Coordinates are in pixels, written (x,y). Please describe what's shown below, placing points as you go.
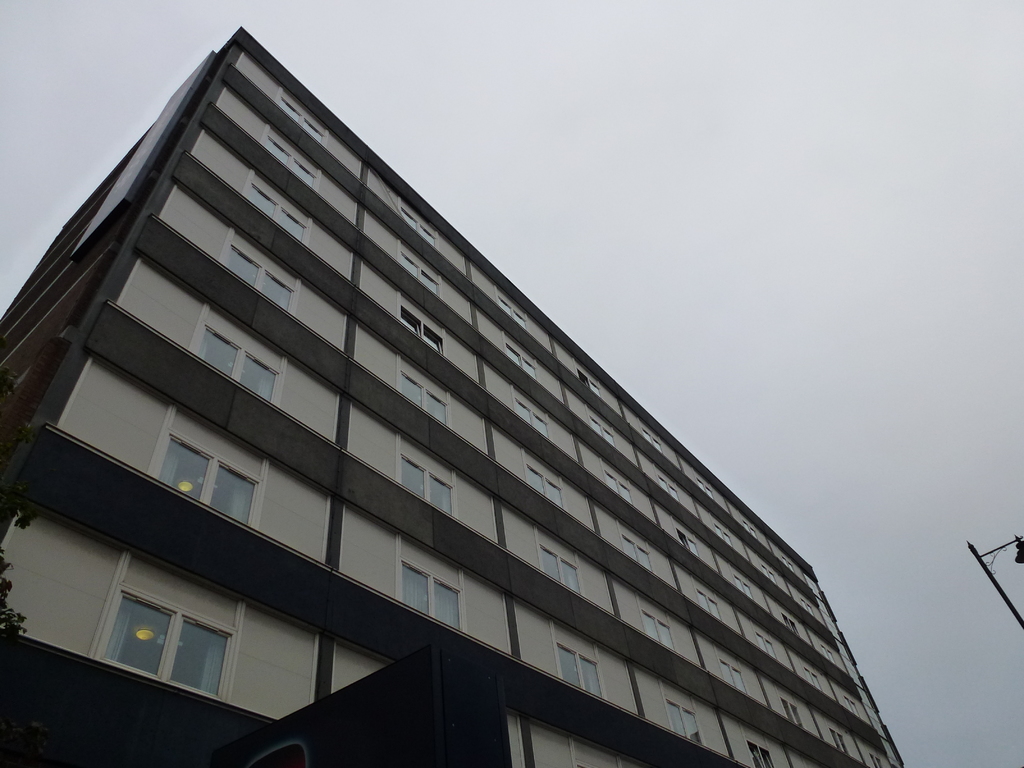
In the image there is a building (217,288) and on the right side (992,569) there is a pole (1016,617).
